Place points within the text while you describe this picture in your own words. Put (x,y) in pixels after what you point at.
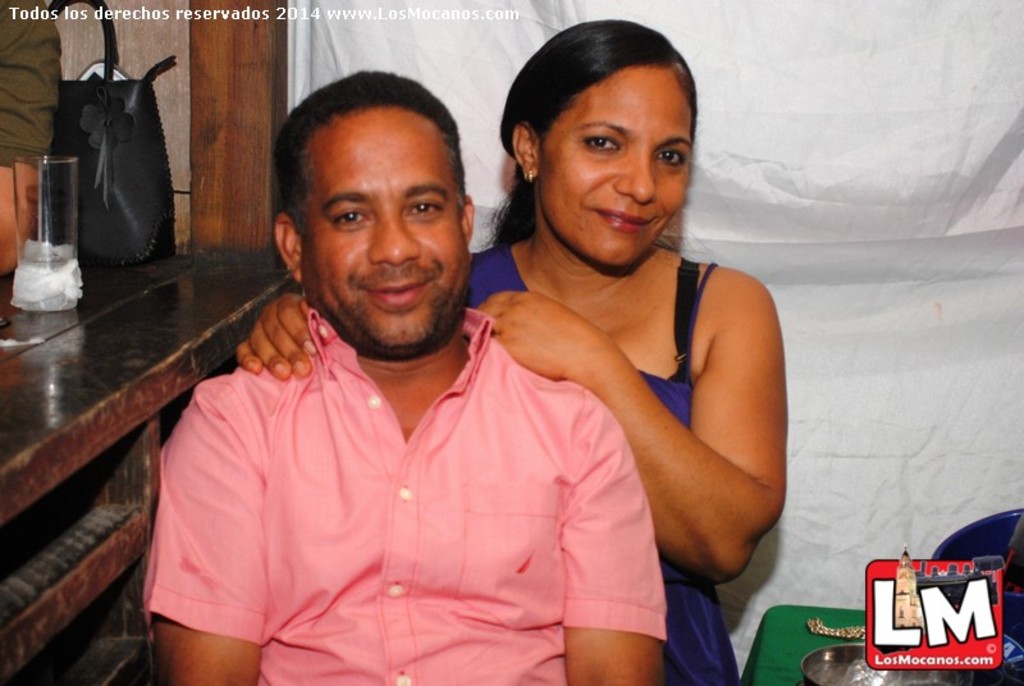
In this image I can see two people (421,509) with pink and purple color dresses (513,519). To the left (35,233) I can see the glass (53,231) and the black color bag (94,212) on the table (132,351). To the right (822,665) I can see the plates (812,673) and the chairs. In the background (876,378) I can see the white color sheet (772,42).
